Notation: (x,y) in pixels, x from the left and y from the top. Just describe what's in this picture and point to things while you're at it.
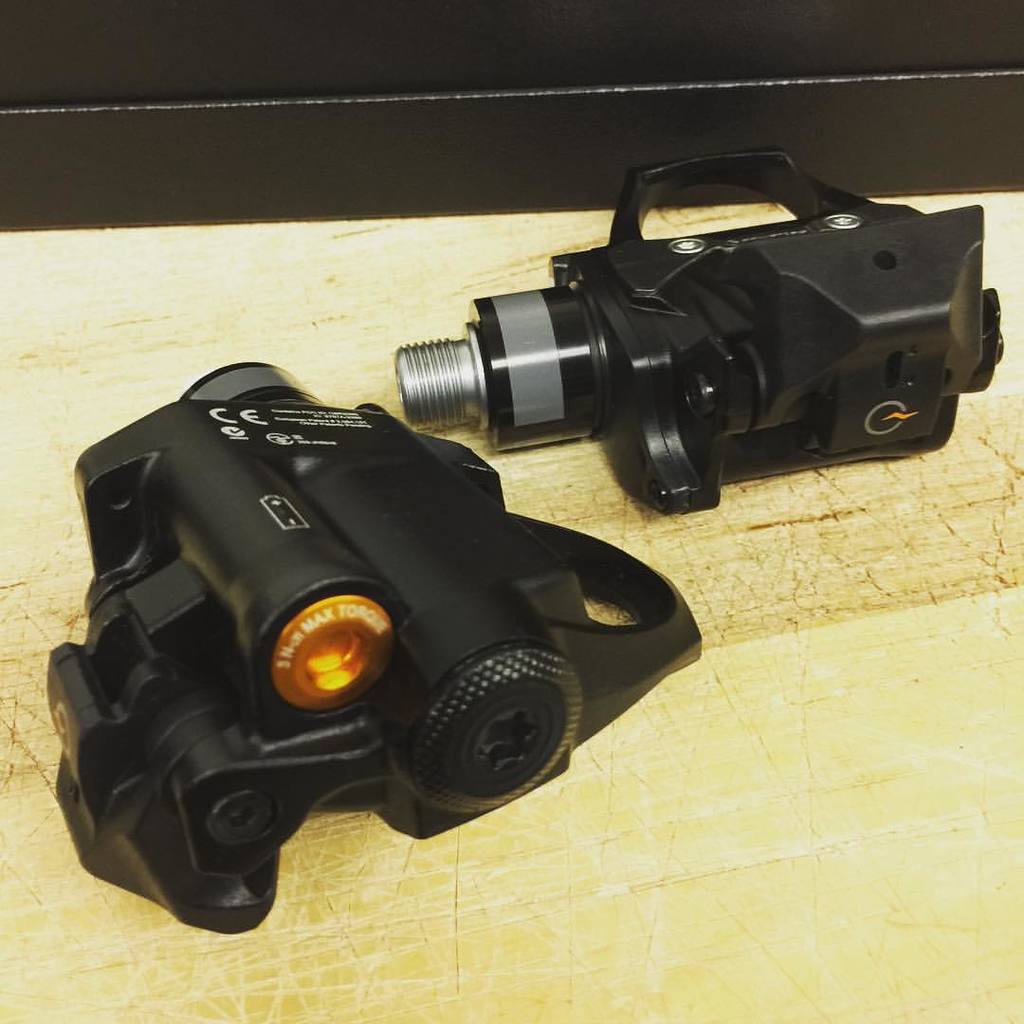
The picture consists of two bicycle pedals (464,449) placed on a desk (638,783).
